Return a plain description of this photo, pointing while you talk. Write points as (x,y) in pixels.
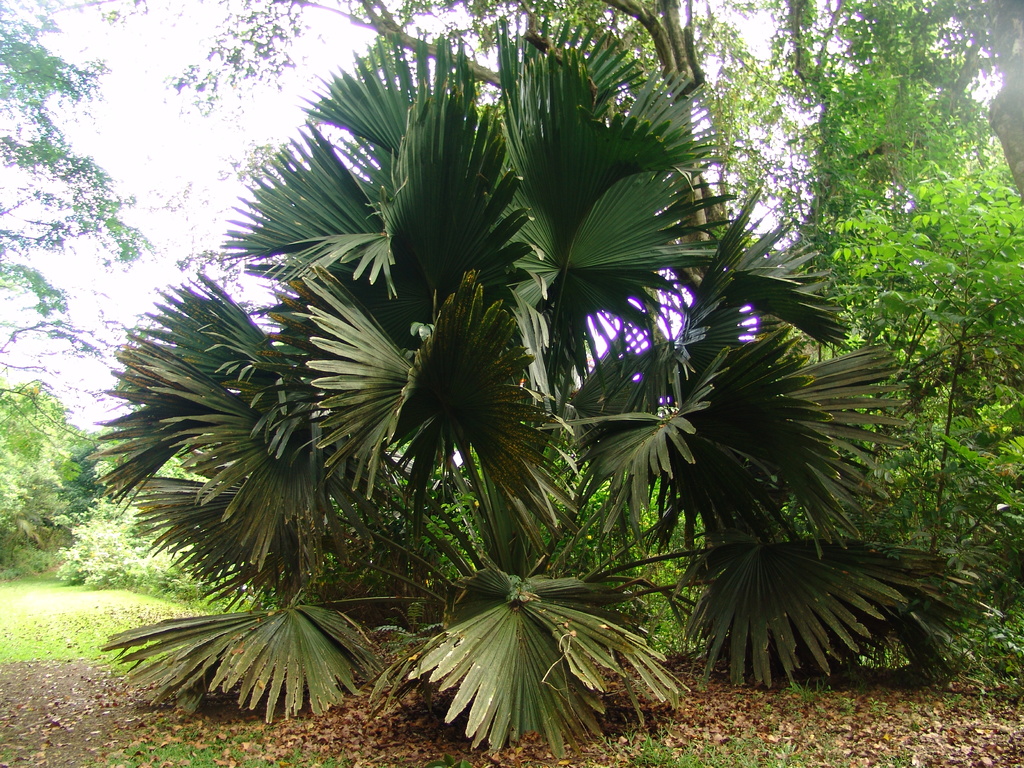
In this image there are trees (114,483) and there's grass (58,621) on the surface (56,621). At the background (147,132) there is sky (172,130).
